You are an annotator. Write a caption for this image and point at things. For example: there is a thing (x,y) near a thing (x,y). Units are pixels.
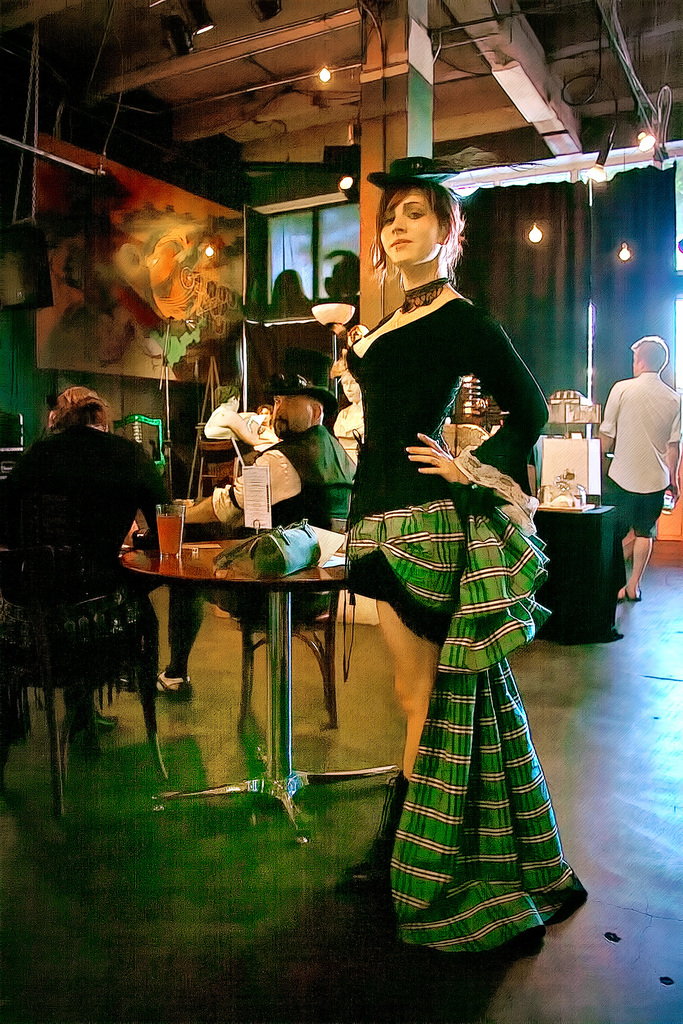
There is a group of people (419,351). There is a table (273,611). There is a bag (214,562) and glass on a table (207,549). Some persons (205,506) are sitting on a chairs (34,632). Some people (364,573) are standing.
